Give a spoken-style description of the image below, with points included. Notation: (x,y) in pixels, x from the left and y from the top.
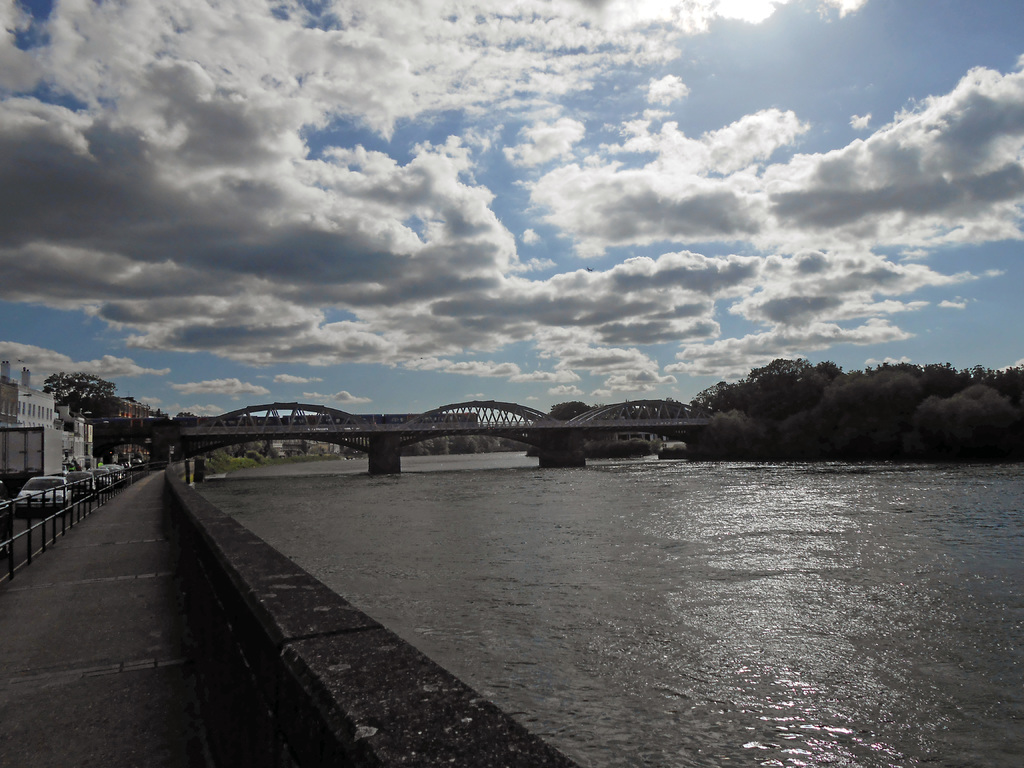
In this picture we can see the wall (301,692), footpath (144,514), water (508,520), fence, vehicles (22,468) on the road (18,517), bridge (116,438), buildings (144,411), trees (953,404) and in the background (454,356) we can see the sky (435,141) with clouds (424,111).
